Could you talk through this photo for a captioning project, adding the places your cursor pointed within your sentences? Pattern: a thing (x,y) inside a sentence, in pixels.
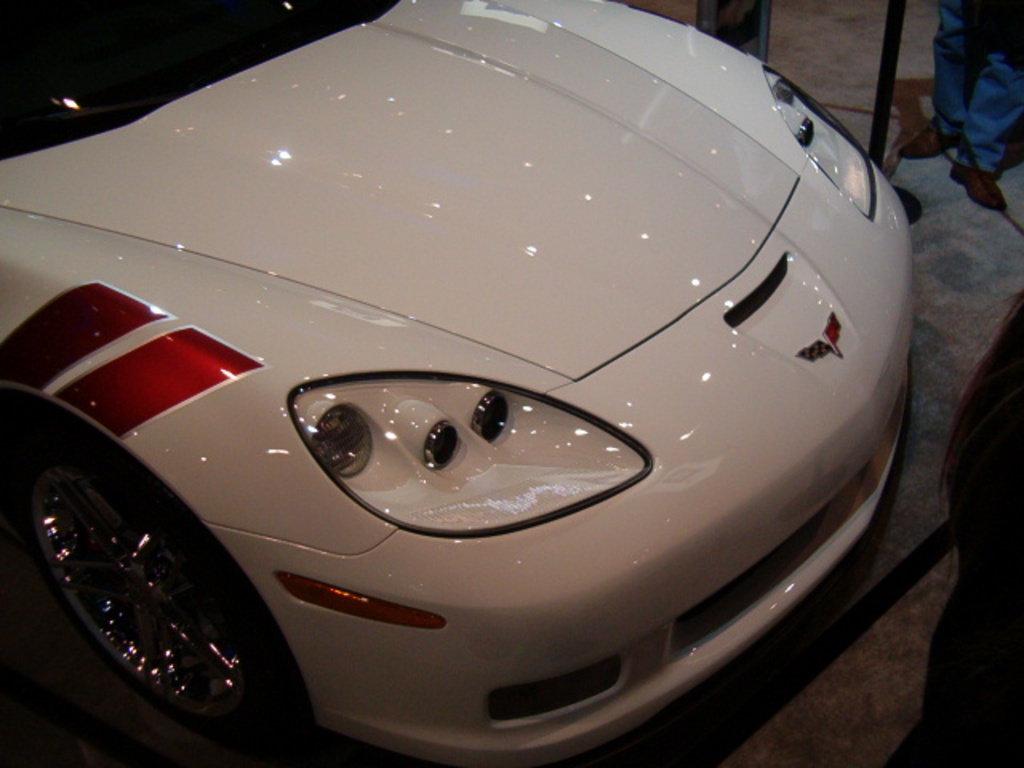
In this picture there is a car (551,585). On the right side of the image (1022,465) there are two people (982,94) and there is an object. At the bottom (928,649) there is a floor (890,681).
